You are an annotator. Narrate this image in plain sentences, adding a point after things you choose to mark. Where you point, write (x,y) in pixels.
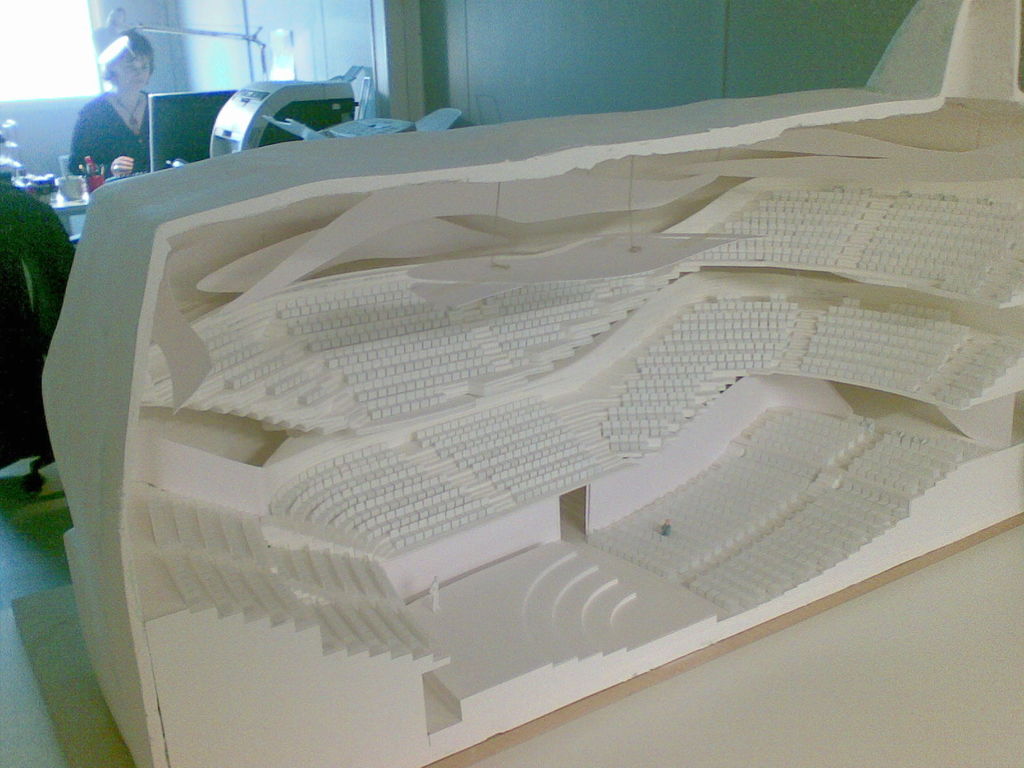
In the center of the image (412,274), we can see a decor (523,212) and in the background (105,111), there is a lady (89,134) and we can see a monitor (171,124) and some machines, rods (187,29) and we can see some other objects (42,173) and there is a wall (554,48). At the bottom (14,583), there is floor (23,551).
